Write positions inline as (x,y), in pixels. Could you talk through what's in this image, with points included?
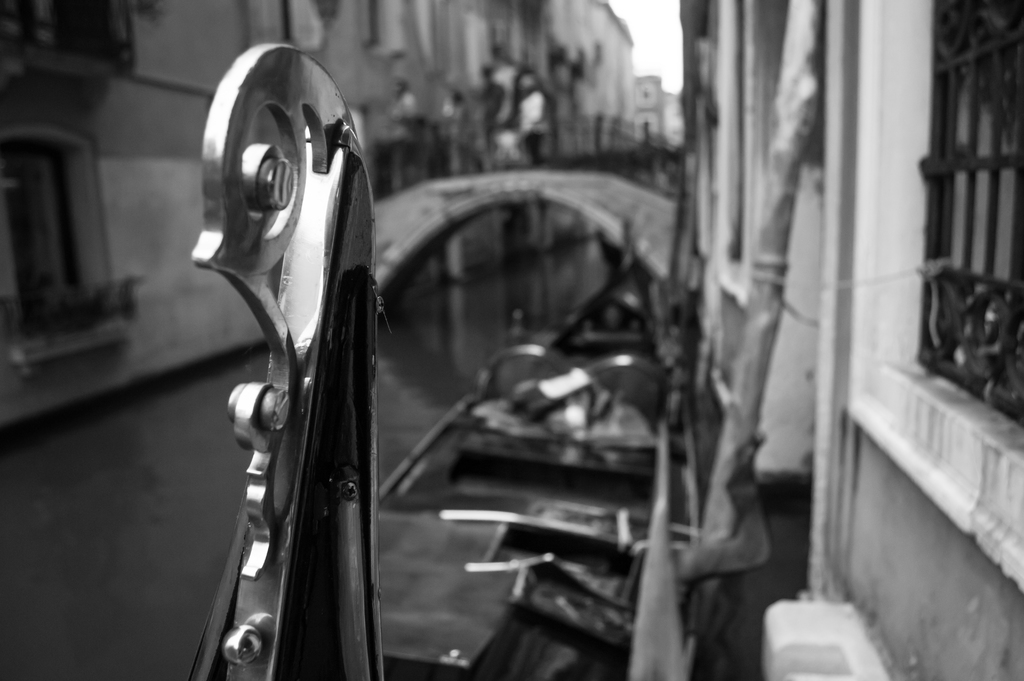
In front of the image there is a metal structure (272,459), this is a black and white image, in this image there are buildings (427,71) with metal grill windows (979,163), in the middle of the image (424,355) there is a lake (492,289) with boats (527,428) on it, on top of the lake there is a bridge (664,194) with metal rod fence (617,162), on the bridge (597,151) there are a few people (537,135).
